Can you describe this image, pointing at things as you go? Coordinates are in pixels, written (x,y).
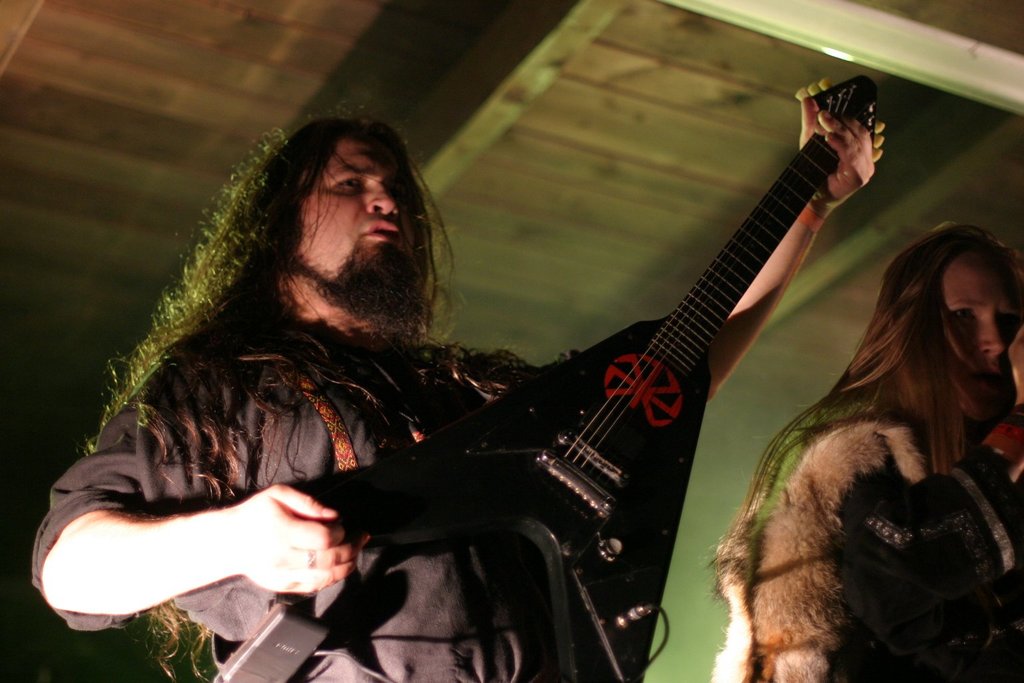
This picture shows a man (294,267) playing a guitar (608,449) in his hands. Beside him there is a woman (965,387) standing. In the background (633,170) there is a roof (316,81).
